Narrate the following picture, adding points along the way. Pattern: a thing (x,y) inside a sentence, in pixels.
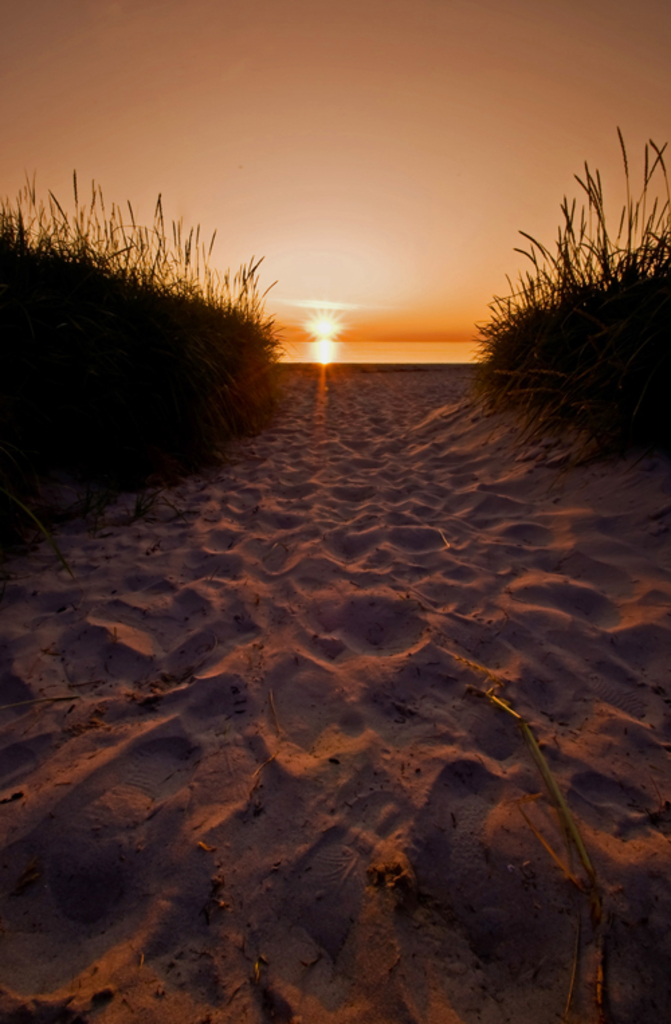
In the picture I can see the sand (376,584) and the grass (199,425). In the background (305,205) I can see the sun (323,327) and the sky (347,208).
